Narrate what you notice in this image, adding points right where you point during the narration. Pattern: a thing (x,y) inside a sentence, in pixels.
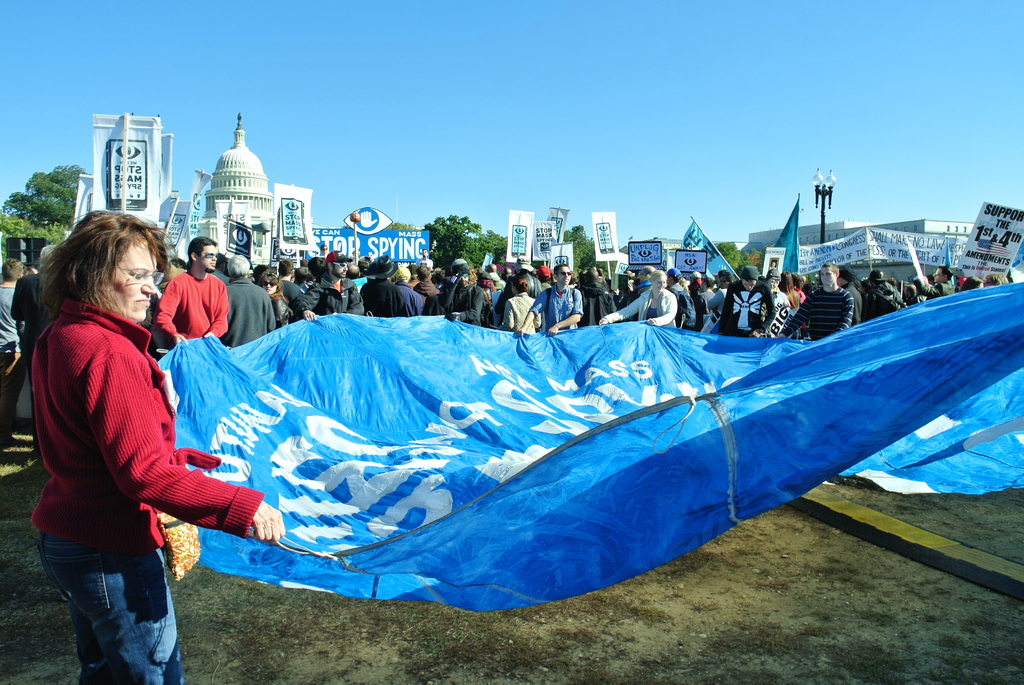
In this picture we can see a crowd of people (549,287) where in front (132,436) woman (139,343) wore red color jacket (148,384), spectacle (148,273) and person (209,300) here also wore red color jacket (216,305) and catching a sheet (562,552) with their hand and in the background (444,272) we can see trees (436,256), sky (441,124), building (228,181) and people (471,284) are holding banners (689,252) in their hand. Here it is a pole (819,193), light (820,185) and this is a ground (488,651).
